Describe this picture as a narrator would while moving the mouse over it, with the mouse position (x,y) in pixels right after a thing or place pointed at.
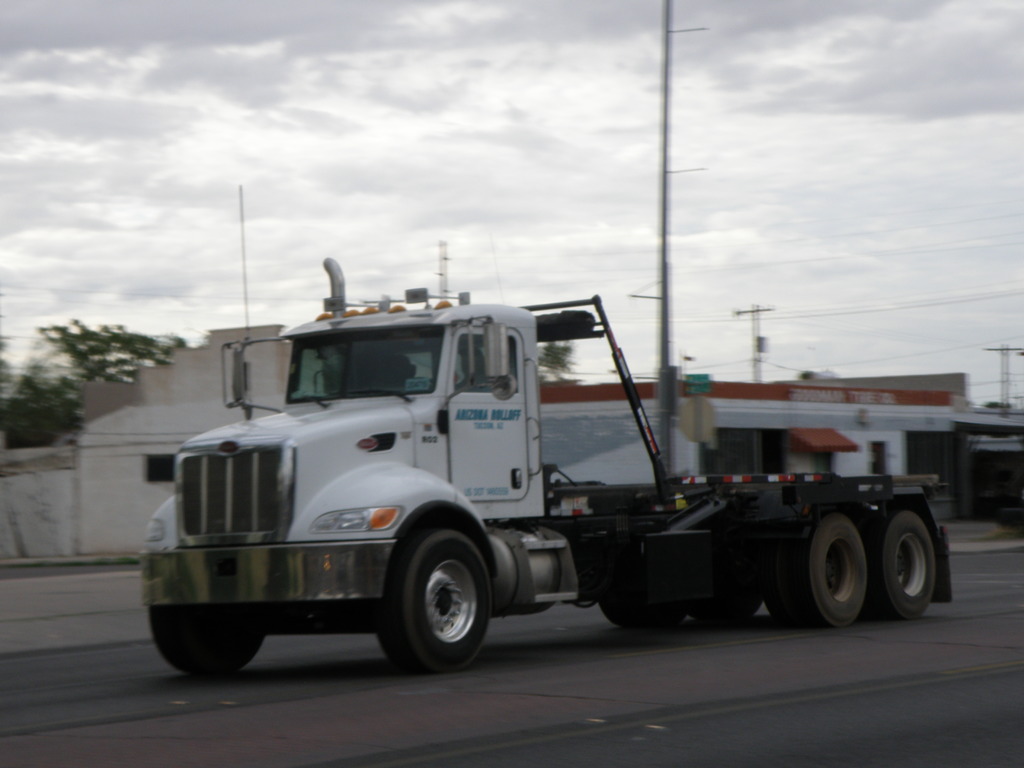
In this image in the center (430,399) there is vehicle (546,488) moving on the road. In the background (794,447) there are buildings (829,429), there are poles (1005,391) and there are trees (125,346) and the sky (20,364) is cloudy.
